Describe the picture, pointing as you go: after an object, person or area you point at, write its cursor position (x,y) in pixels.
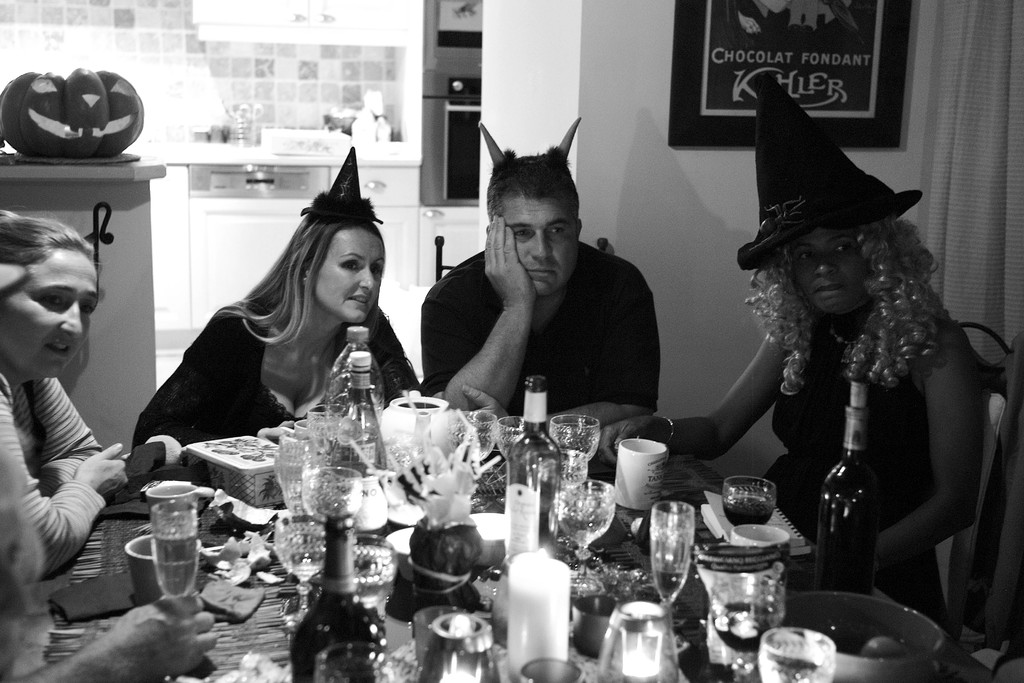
This looks like a black and white image. There are four persons (505,361) sitting on the chairs (983,454). This is a table (666,496) with wine bottles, wine glass (588,521), cup (782,536), a small note pad (723,515), bowl (846,649) and a flower vase (427,553) placed on the table (223,655). At background (716,51) I can see a photo frame (721,71) attached to the wall (621,70) and this looks like a kitchen (250,148) with a cabin (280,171). And here I can see a pumpkin (94,122) which is used in a halloween day.
